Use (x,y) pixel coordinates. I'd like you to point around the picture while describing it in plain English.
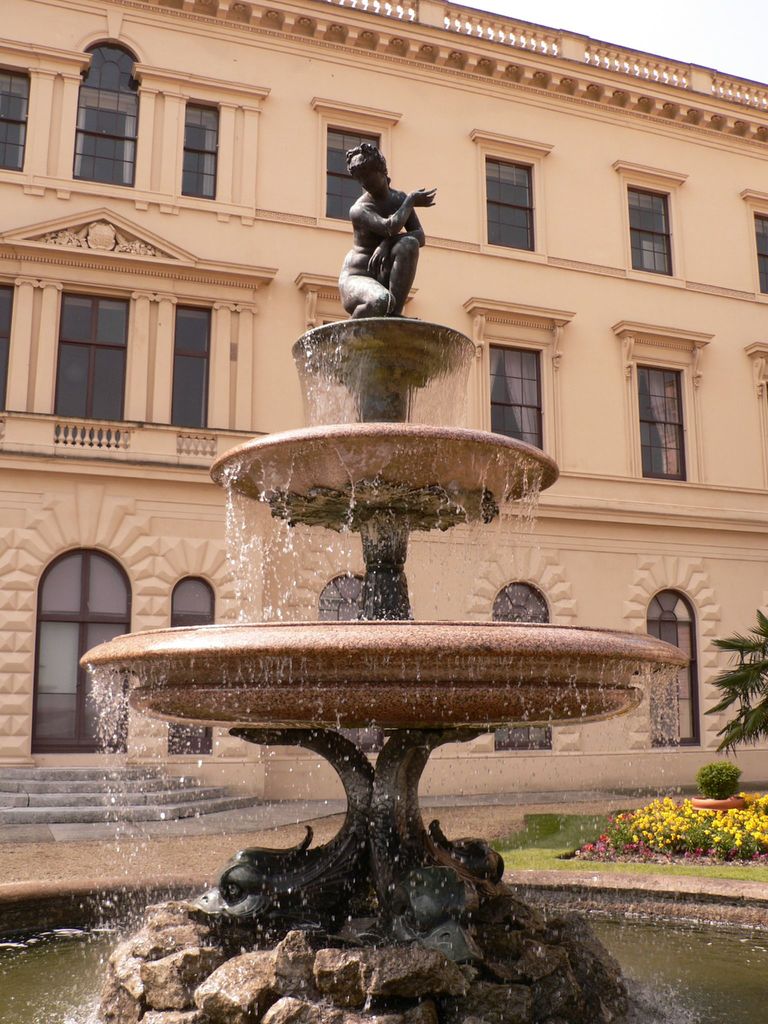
In this image we can see fountain (381,555). Also there is water (617,934). And there are rocks (375,967). On the top of the fountain (290,465) there is a statue (355,227). In the back (225,273) there is a building (244,297) with windows (505,376). On the right side (639,840) there are flowering plants (681,810) and branches (753,683) of tree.
